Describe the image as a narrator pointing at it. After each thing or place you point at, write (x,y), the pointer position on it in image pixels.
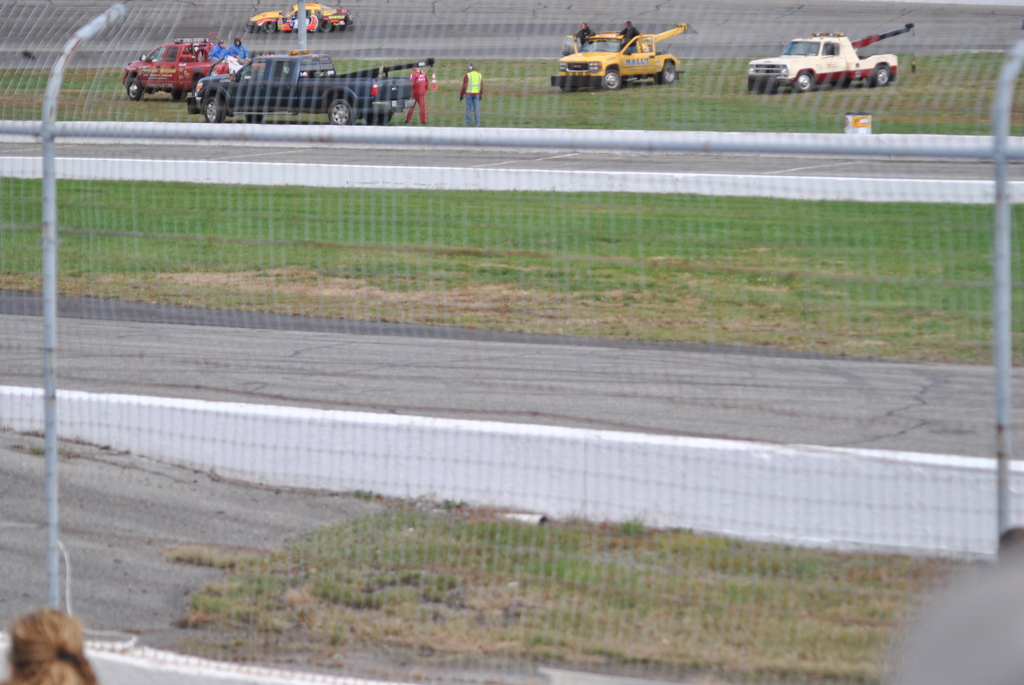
There is a net (447,255) with poles (521,136). In the back (586,33) there are many vehicles (294,52) and people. On the ground (631,115) there is grass (679,262).
